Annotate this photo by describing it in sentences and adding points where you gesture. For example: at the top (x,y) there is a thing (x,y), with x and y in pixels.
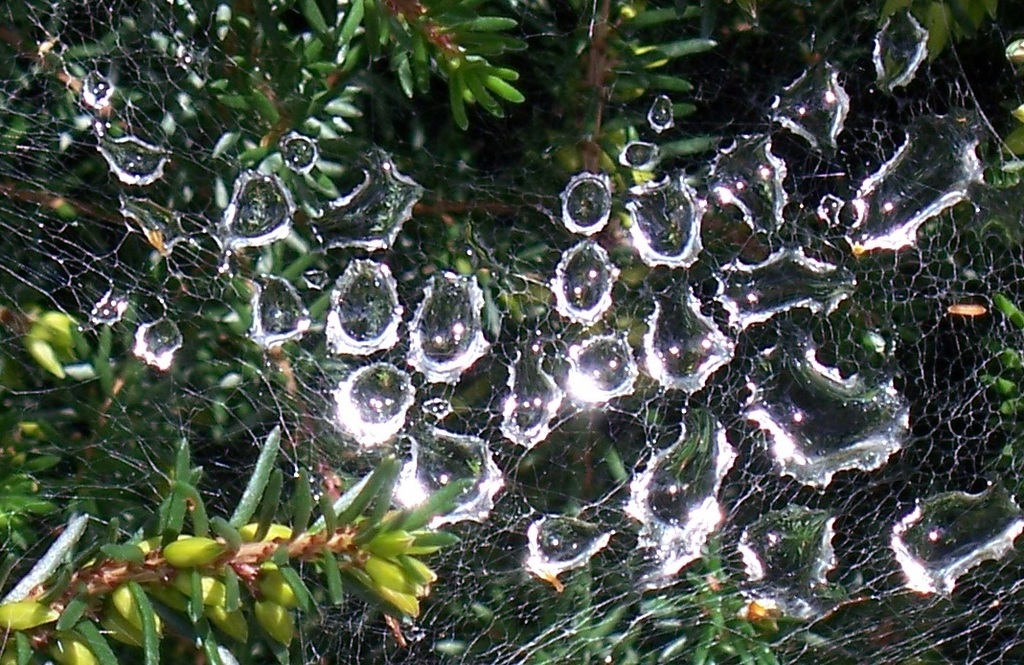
In this image I can see the spider web (358,258) in-between the plants (214,365). And there are some water droplets (598,361) on the spider web (721,384).
